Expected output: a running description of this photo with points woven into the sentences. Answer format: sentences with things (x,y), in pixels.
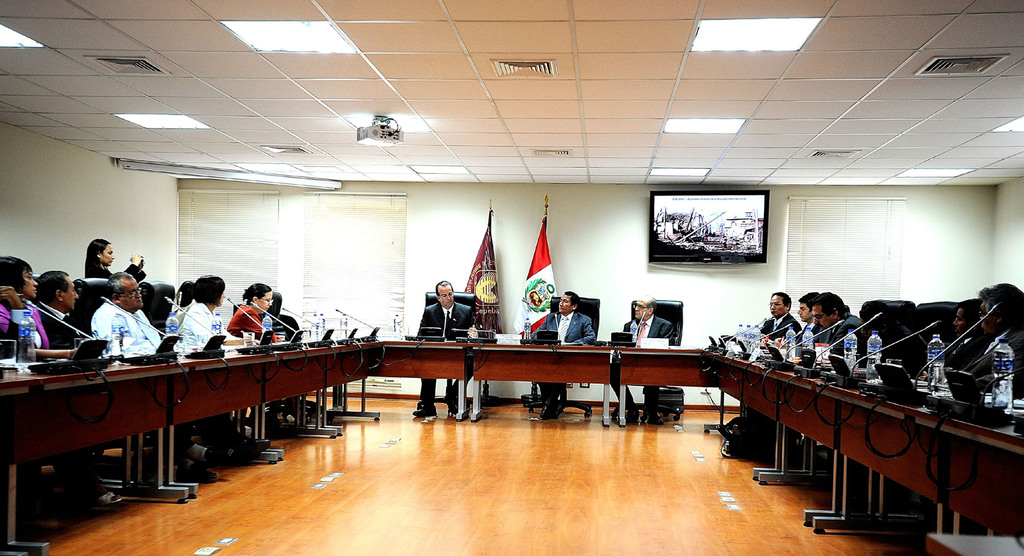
There are group of people (205,325) sitting on the chairs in an order. This is a desk (461,356) with mics (78,354) and water bottles (395,334) placed on it. These are the two flags (539,281) hanging to the pole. This is the screen (726,251) attached to the wall (599,216). This is the ceiling light (296,45) at the rooftop (646,126). Here is the woman (97,273) standing. I can see a projector (385,116) attached to the rooftop (408,132).
